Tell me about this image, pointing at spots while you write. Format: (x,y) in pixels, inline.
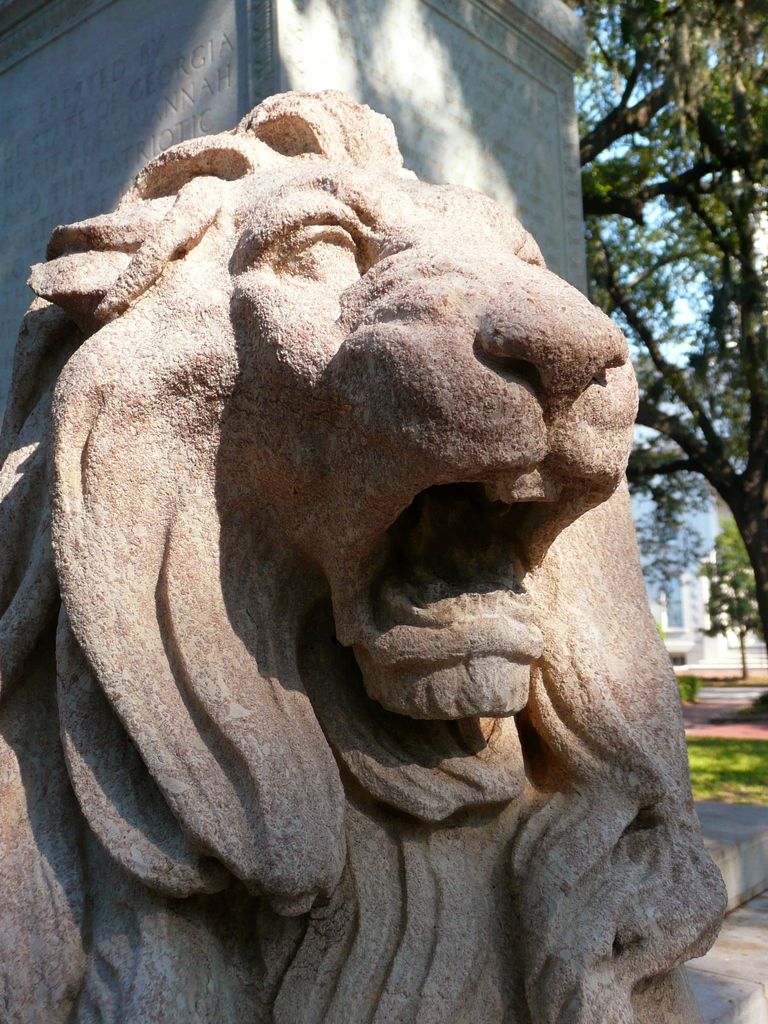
In the picture we can see a lion stone sculpture (446,635) behind it we can see a stone (88,100) with some wordings (40,135) and besides we can see trees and grass surface (724,743).
